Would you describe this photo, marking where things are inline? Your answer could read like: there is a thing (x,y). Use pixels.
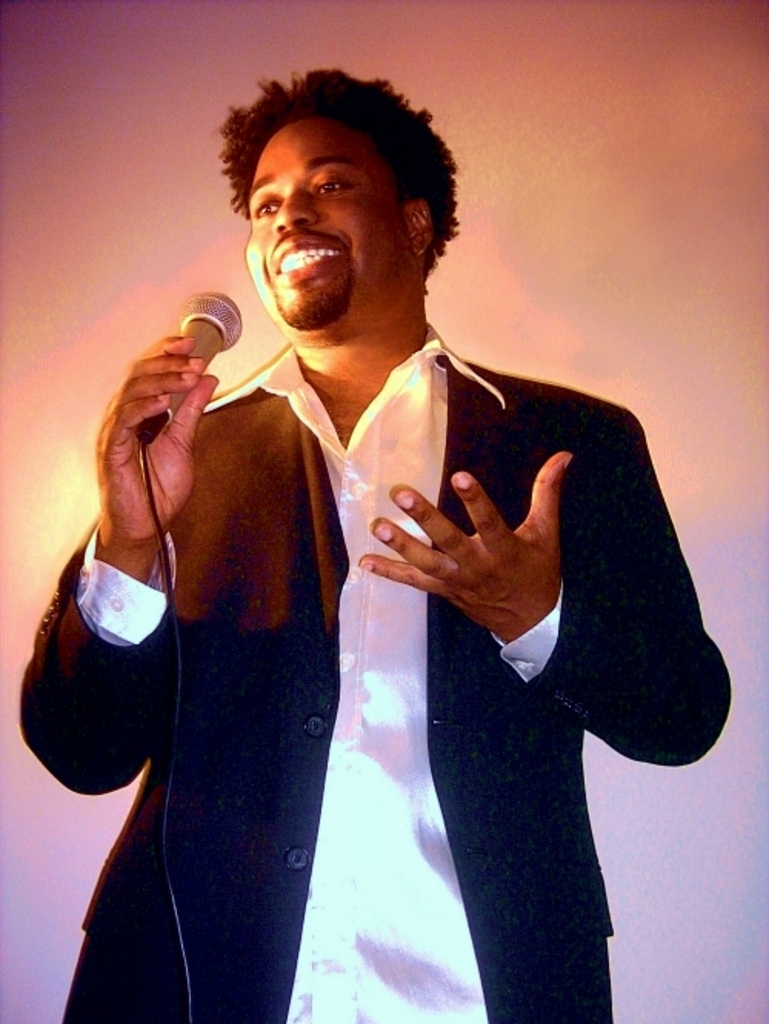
In the picture I can see a person (417,565) wearing suit (261,490) holding microphone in his hands (175,486).
